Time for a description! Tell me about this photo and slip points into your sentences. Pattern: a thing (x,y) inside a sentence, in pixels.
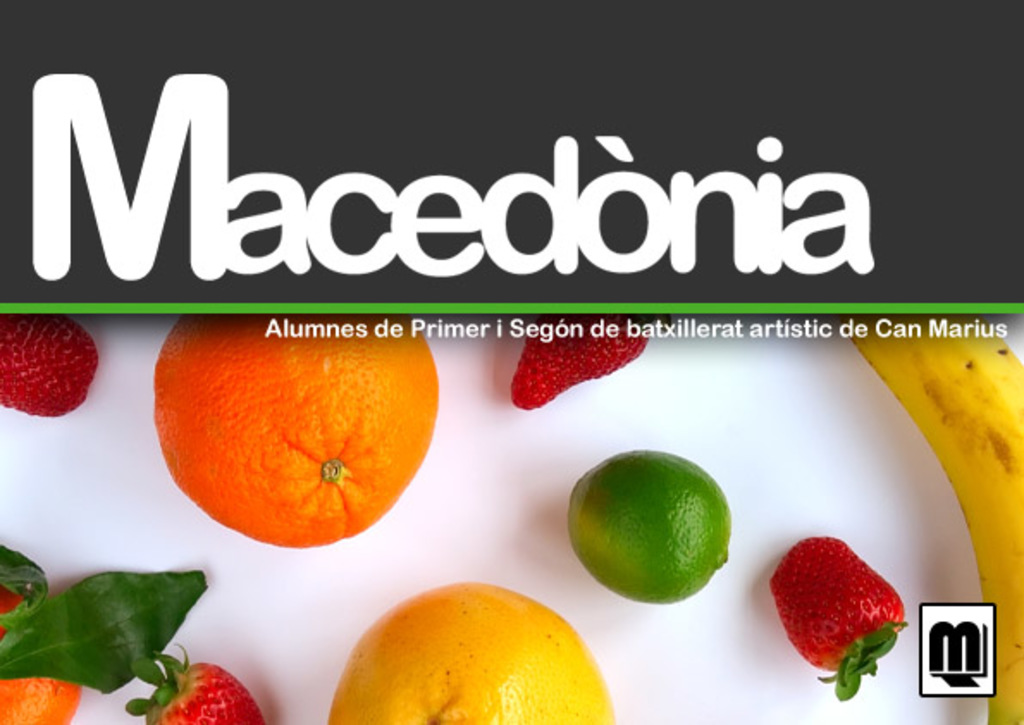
In this picture we can see a poster (458,676) with many fruits (335,713) on it.
